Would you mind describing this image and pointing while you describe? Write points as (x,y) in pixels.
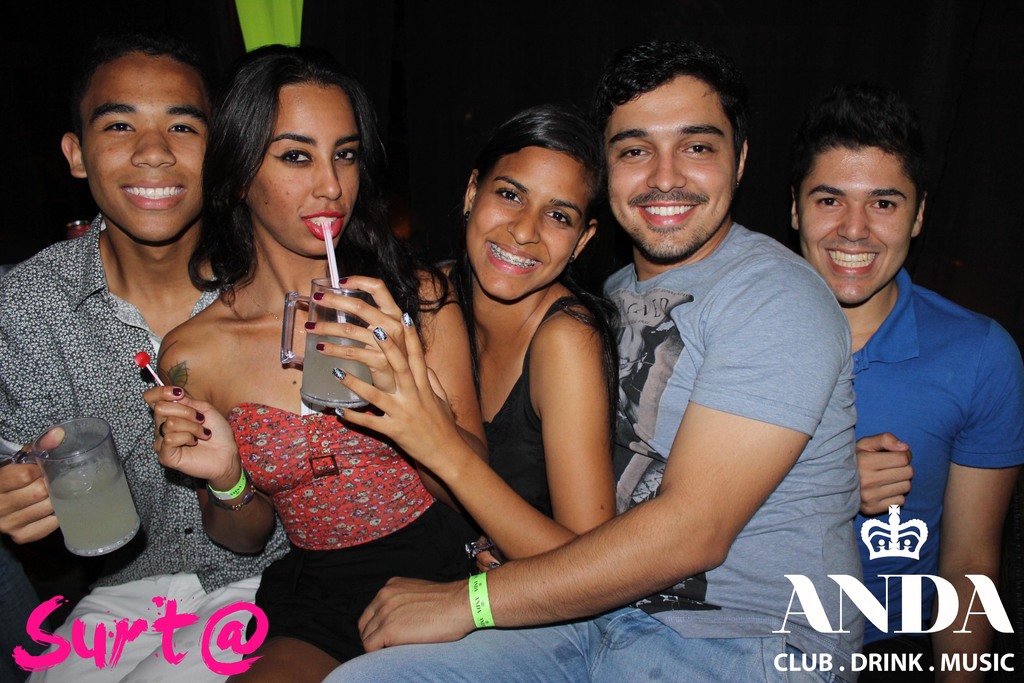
In this image I can see two women (296,373), three men (109,370) are sitting, smiling and giving pose for the picture. The man (59,325) who is on the left side (125,363) is holding a glass (107,513) in the hand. The woman (209,331) is also holding a glass (311,345). The background (428,75) is in black color. At the bottom of the image (915,600) I can see some text (220,639).
